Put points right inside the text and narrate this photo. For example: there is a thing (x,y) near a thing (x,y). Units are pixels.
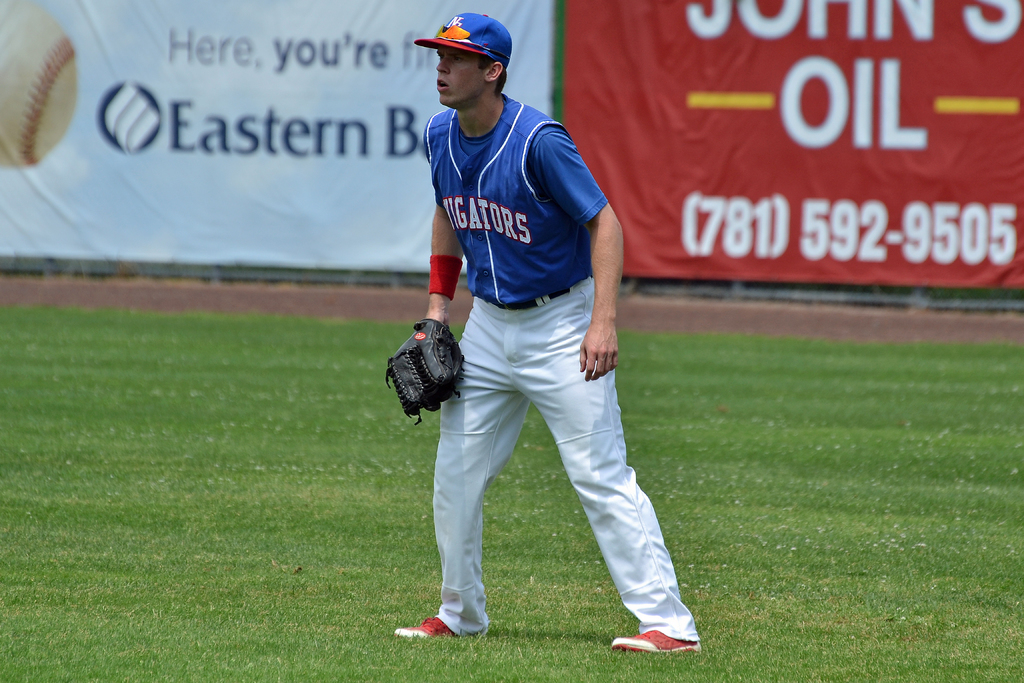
In this image there is a person (434,253) standing with a cap (478,21) and a glove (436,375), and in the background (768,97) there are banners (381,187) and grass (208,430).
